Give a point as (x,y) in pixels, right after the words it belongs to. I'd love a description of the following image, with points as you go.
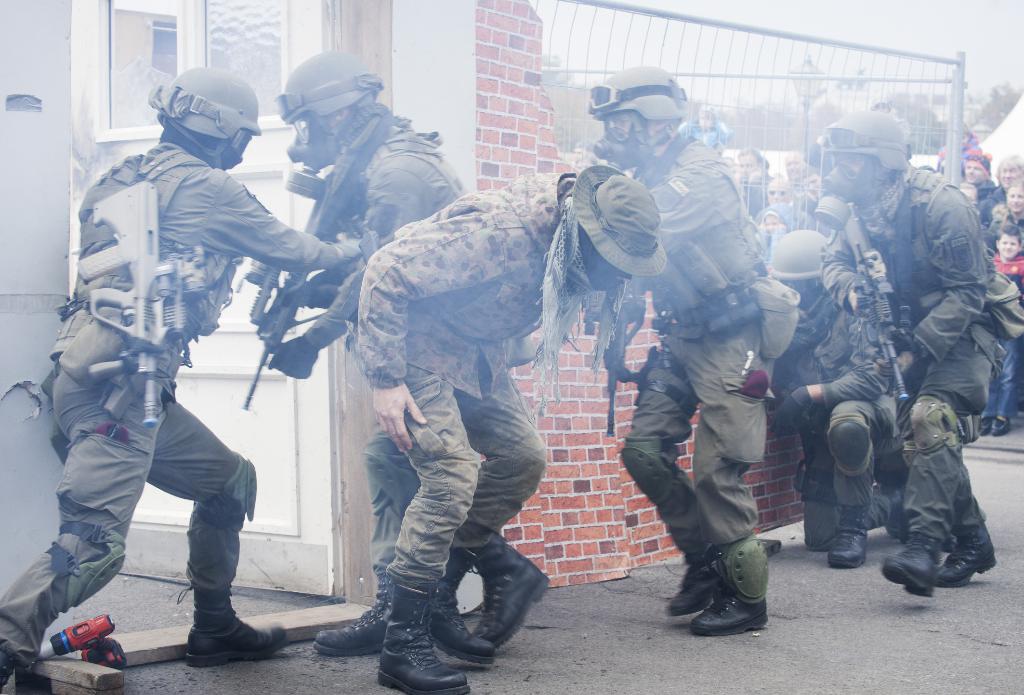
Here we can see few persons (529,337). There is a door (284,159) and this is wall (611,473). In the background (703,134) we can see a fence (824,134), poles (951,150), light (815,83), trees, group of people (1020,187) and sky (892,35).
